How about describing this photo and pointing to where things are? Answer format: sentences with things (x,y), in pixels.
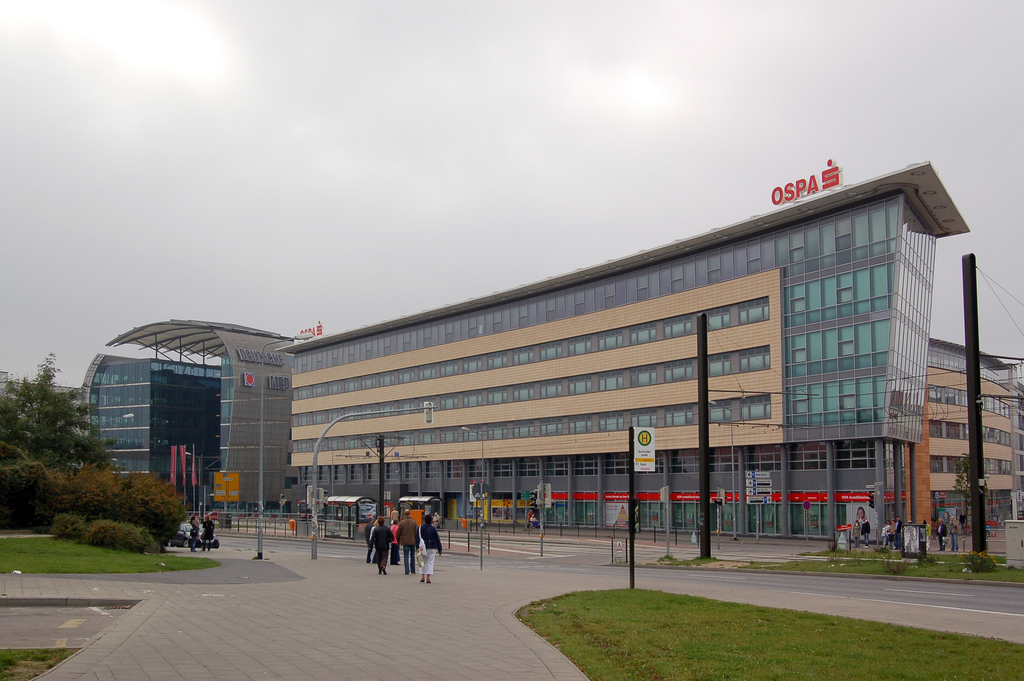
At the bottom of the image (219,590), we can see people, road (563,571), walkways (92,595), grass (137,568), plants (70,520), trees (961,470), vehicle (183,539) and poles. Background (939,477) we can see buildings (683,461), walls (916,479), glass objects (686,420), boards (796,500) and sky (519,175).
